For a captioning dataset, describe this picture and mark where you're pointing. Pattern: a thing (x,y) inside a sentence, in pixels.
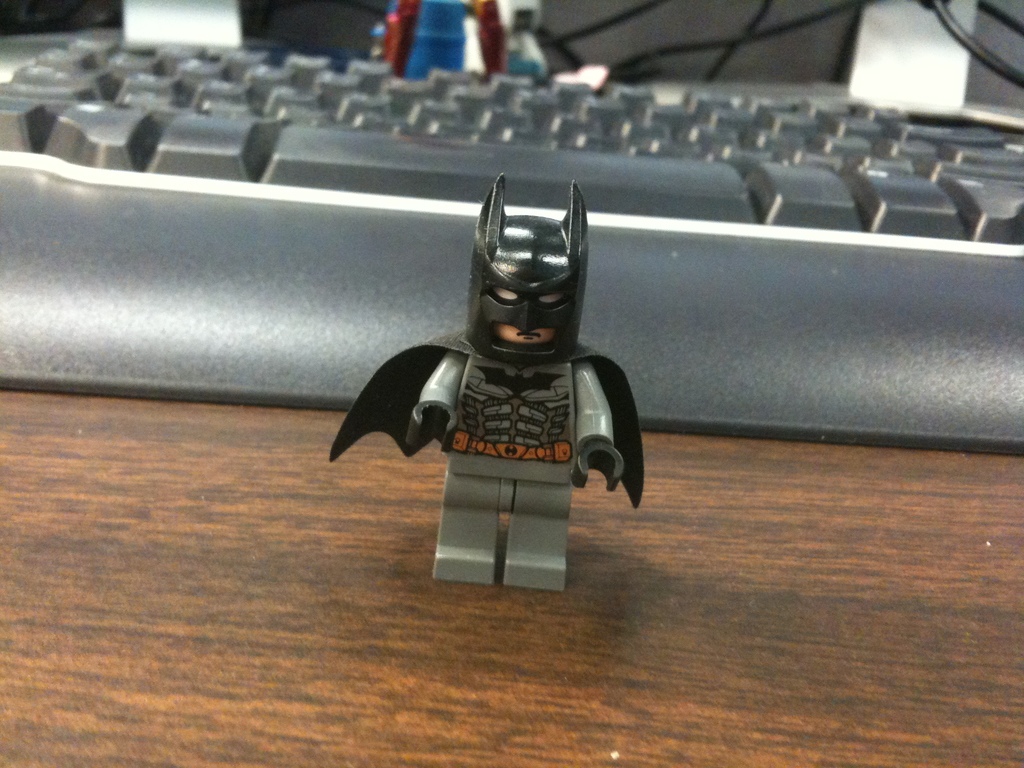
Here I can see a table (574,653) on which a toy (499,403), keyboard (392,241), cables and some other objects (475,40) are placed.
